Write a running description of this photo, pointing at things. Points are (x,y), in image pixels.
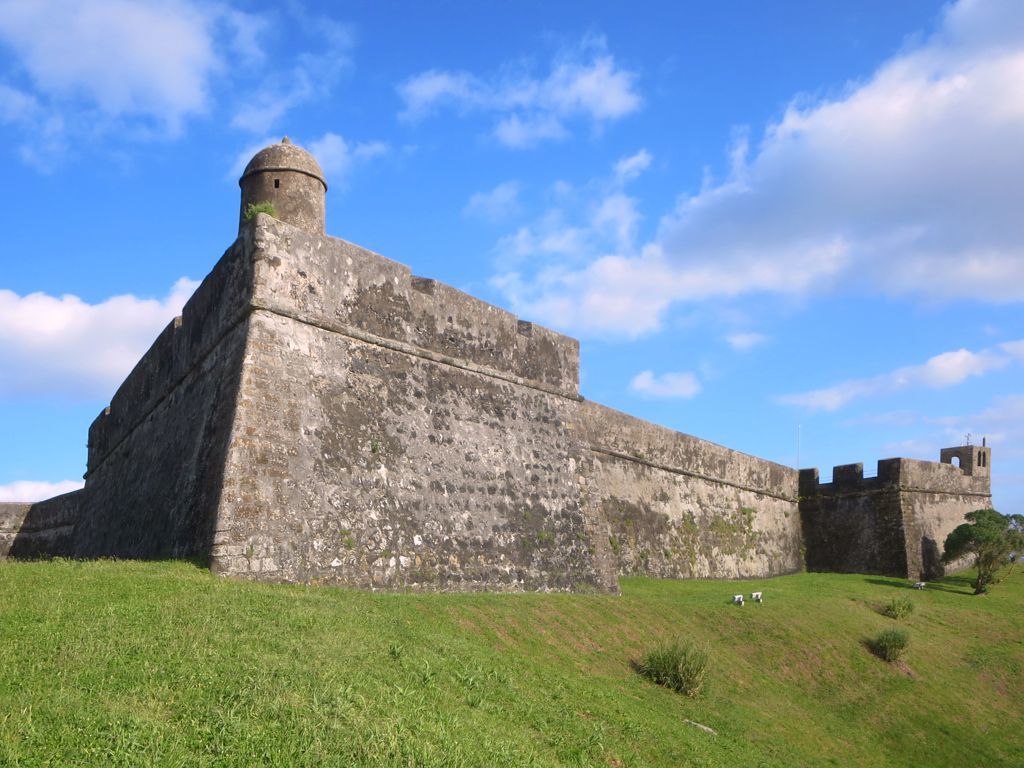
This picture is clicked outside. In the center (488,455) we can see the castle (864,510) and the ground (952,605) is covered with the green grass (560,665) and we can see the plants (997,539). In the background (712,236) there is a sky (767,205).
